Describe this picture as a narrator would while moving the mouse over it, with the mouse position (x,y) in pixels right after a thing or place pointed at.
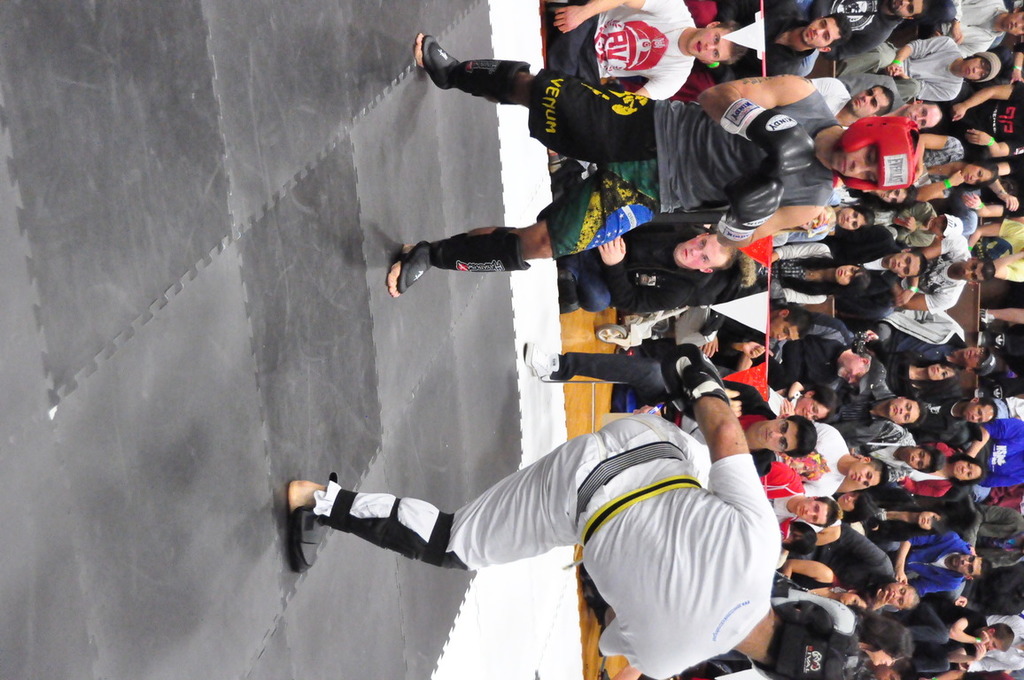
In this image I can see two persons (581,498) wearing black and white colored dresses (595,477) are standing in the boxing ring (479,490). In the background (943,240) I can see number of persons (863,228) sitting and standing. I can see few red and white colored flags (745,312).
